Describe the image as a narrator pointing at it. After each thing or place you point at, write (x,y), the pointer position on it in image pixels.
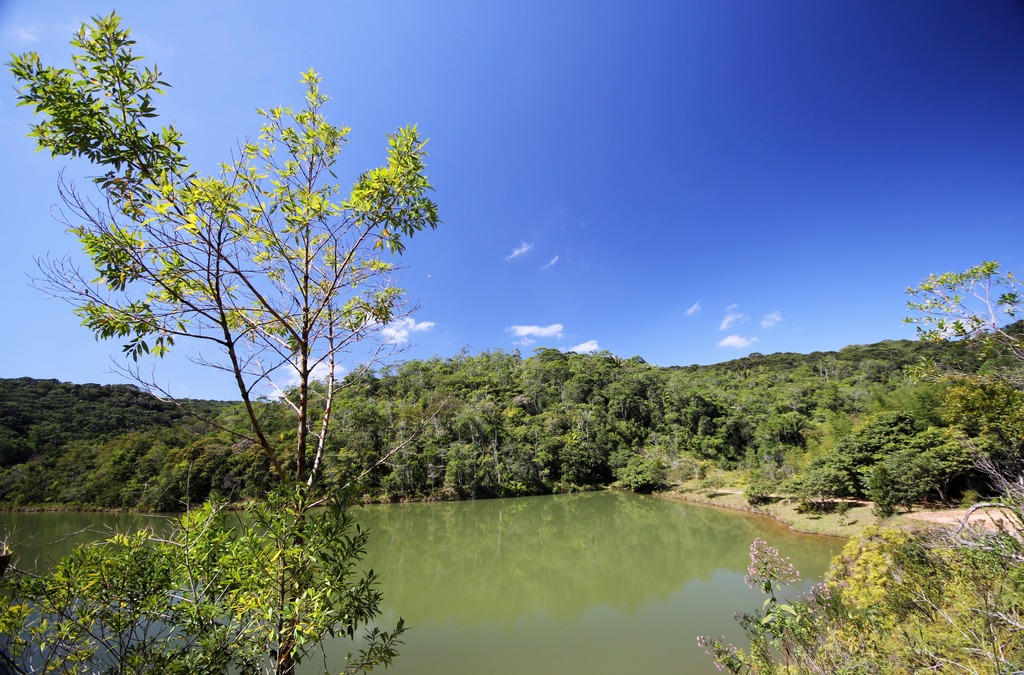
In this picture we can see the reflections (422,524) of a few things (578,560) on the water (420,620). We can see plants (296,655) and trees (493,428). We can see the clouds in the sky (642,194).
